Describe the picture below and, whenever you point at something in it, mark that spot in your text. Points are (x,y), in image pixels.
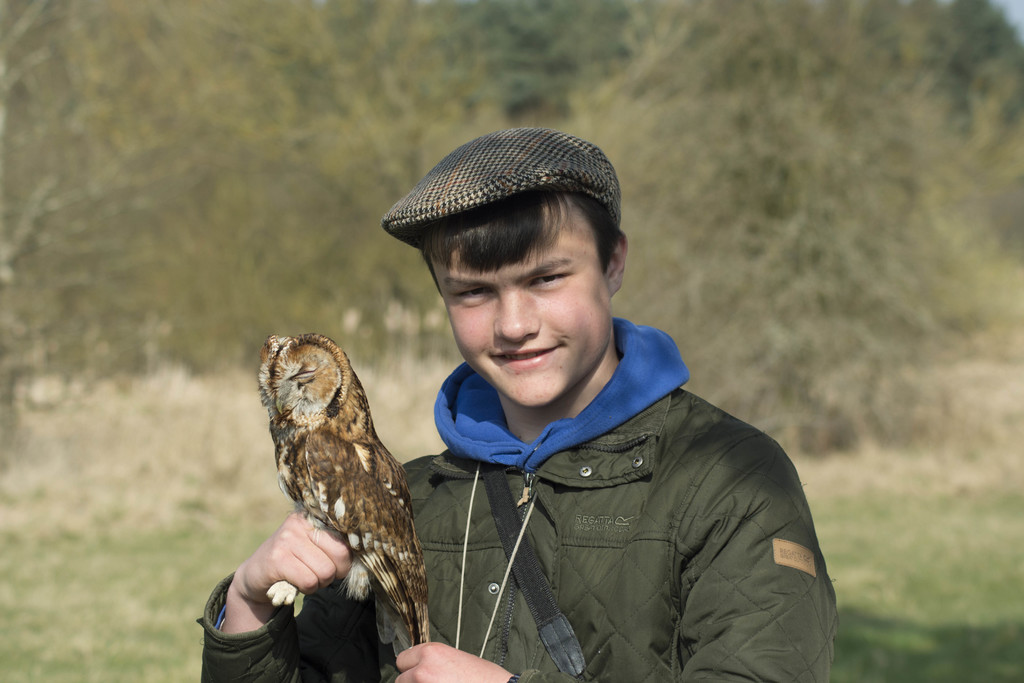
In this image I can see a person (598,496) wearing green and blue colored jacket (631,527) is holding an owl (362,443) which is brown, black and cream in color. In the background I can see few trees (307,173) which are green in color.
